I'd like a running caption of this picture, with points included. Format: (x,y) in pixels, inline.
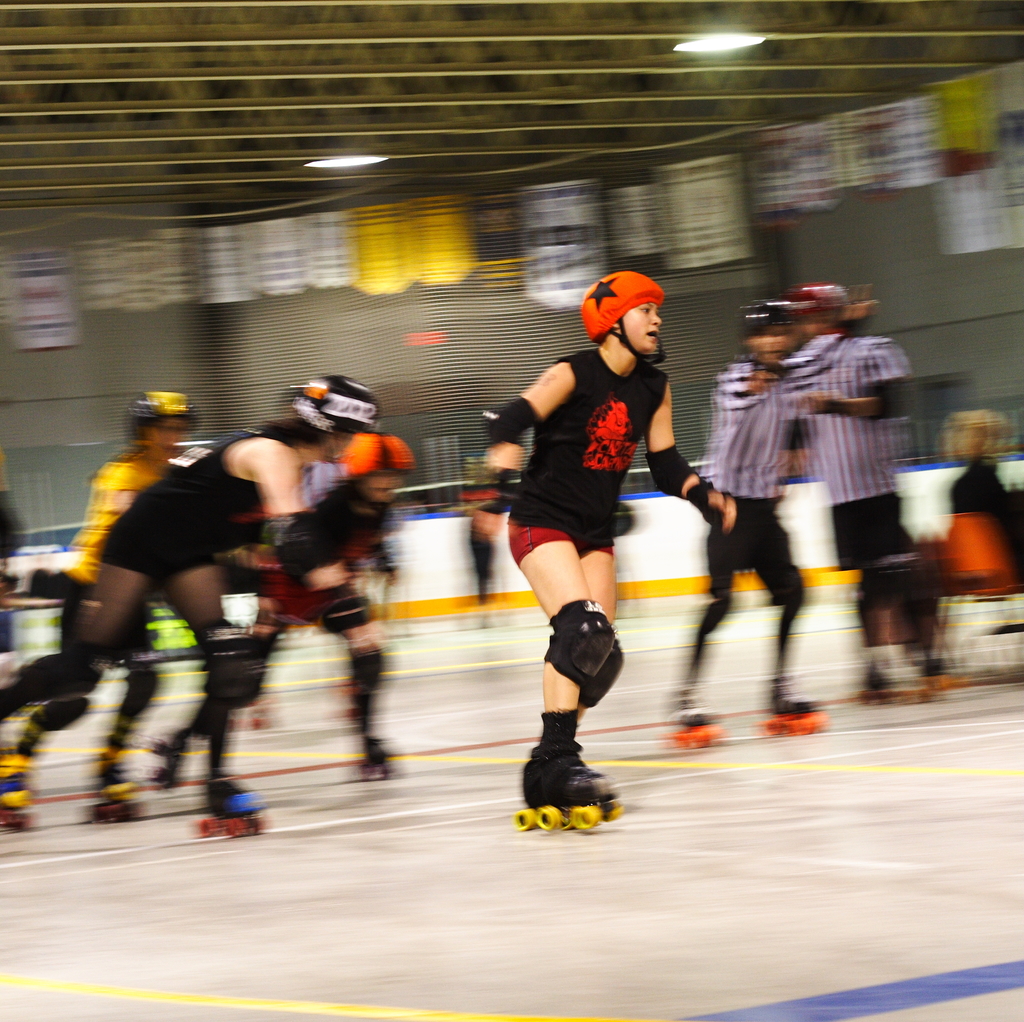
In this picture, we see people (692,688) are skating. Behind them, we see a white wall (617,540). In the background (417,398), we see a grey wall (394,350) and at the top (471,224), we see the posters (481,234) or the banners (490,228) in white and yellow color. At the top (735,17), we see the ceiling (630,133). This picture might be clicked in the indoor stadium (335,838).
